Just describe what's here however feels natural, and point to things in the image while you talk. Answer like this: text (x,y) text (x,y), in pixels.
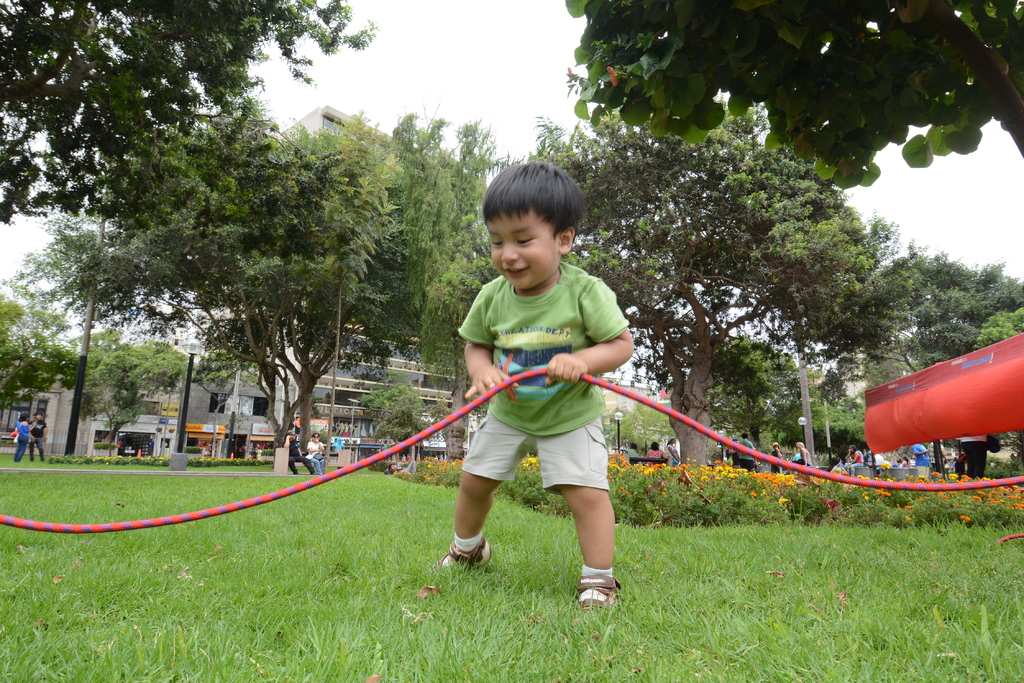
In the image we can see the ground (176,551) is covered with grass (490,602) and a little kid (526,364) is standing in between and he is holding a rope (431,432). Behind him there are lot of trees (251,268) and buildings (58,422), there are street lamp poles (74,436). The people (42,415) are standing and sitting in the garden (439,481) and the sky (436,99) is clear.
